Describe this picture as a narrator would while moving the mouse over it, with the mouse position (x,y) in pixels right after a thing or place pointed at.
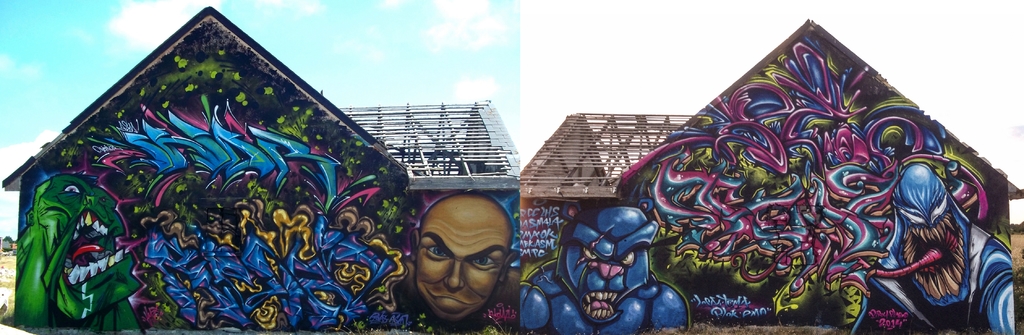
In this image I can see boards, houses (570,158), trees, grass (4,260), buildings (180,226) and the sky (549,109). This image looks like an edited photo.
